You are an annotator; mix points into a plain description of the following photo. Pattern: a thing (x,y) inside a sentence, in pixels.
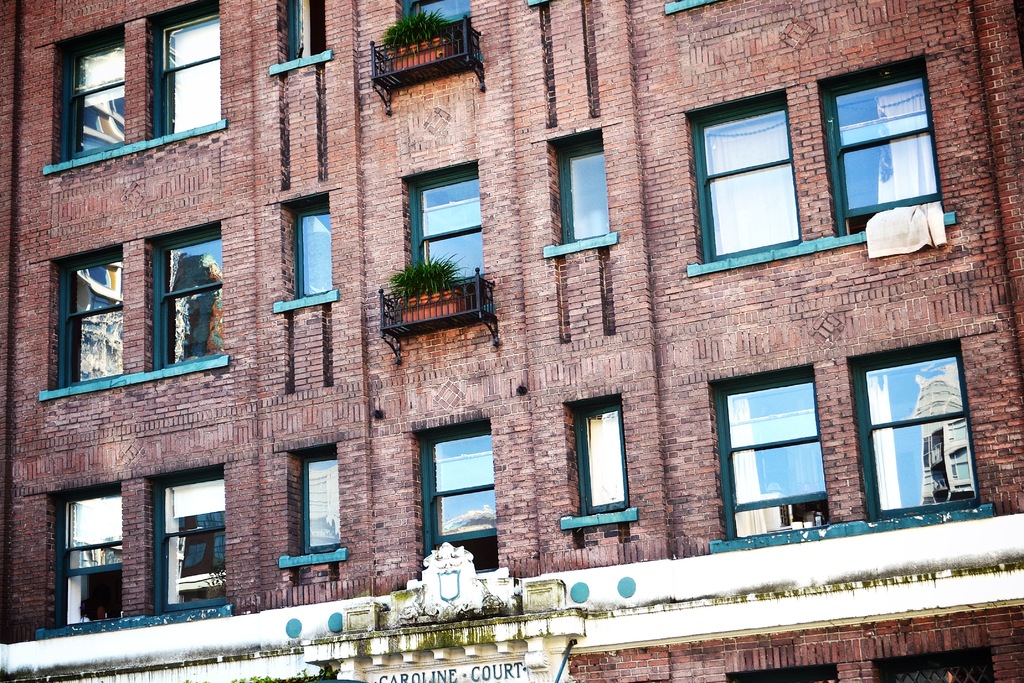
In this image I can see a building (435,419) along with the windows (475,228). Here I can see some plants (419,288) as well. At the bottom of the image (459,669) I can see a name board (449,669) to the wall (589,668).
